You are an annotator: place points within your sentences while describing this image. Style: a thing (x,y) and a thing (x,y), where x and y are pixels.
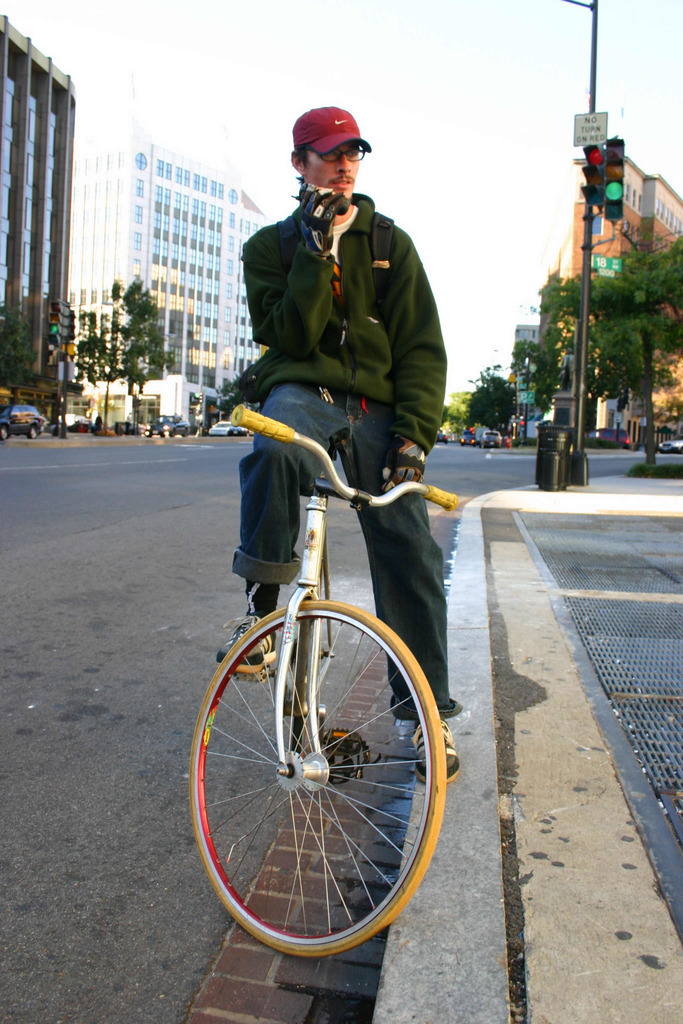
This person (266,390) sitting on the bicycle (238,688) wear cap (339,139) and glasses (322,156). Afar we can see buildings (50,391), trees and vehicles (481,437) on the road (133,729). We can see pole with traffic signal (601,182).
